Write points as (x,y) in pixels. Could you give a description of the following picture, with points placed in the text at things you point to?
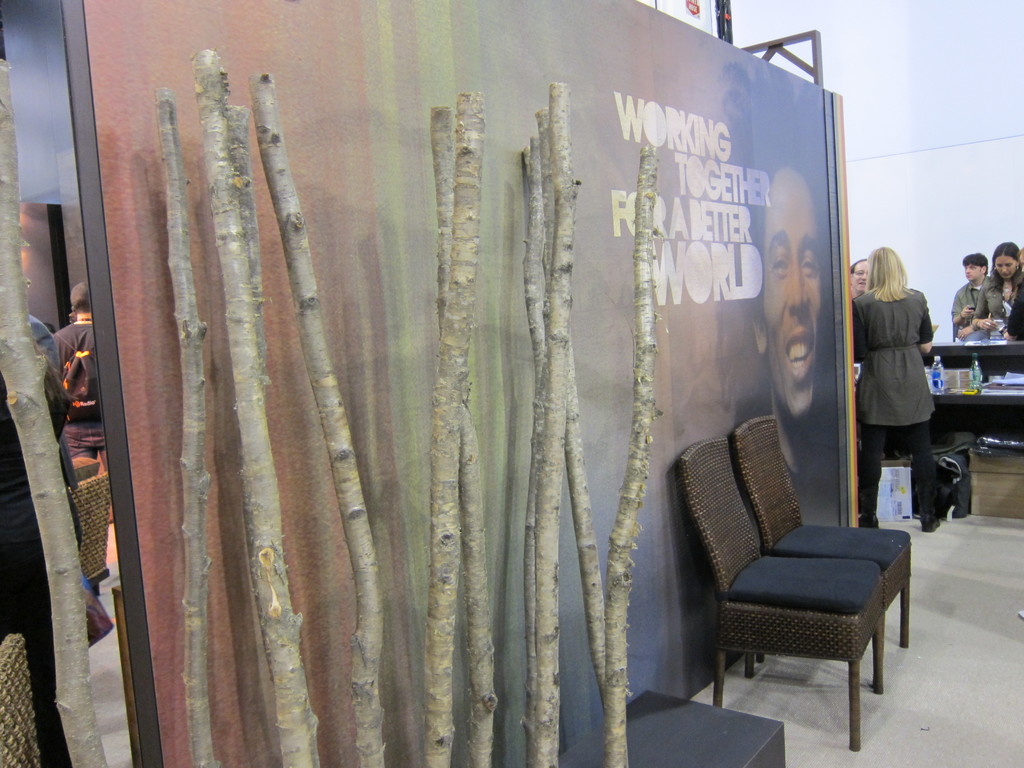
In this image I can see the sticks (449,534) and chairs (808,600). In the background (274,299) I can see the banner (154,80). To the right (878,399) and left of the banner (702,332) I can see few people (893,280) with different color dresses (855,315). And there is a table (954,400) in-front of few people (889,409). On the table (994,401) I can see the bottles (932,385), papers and some objects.
